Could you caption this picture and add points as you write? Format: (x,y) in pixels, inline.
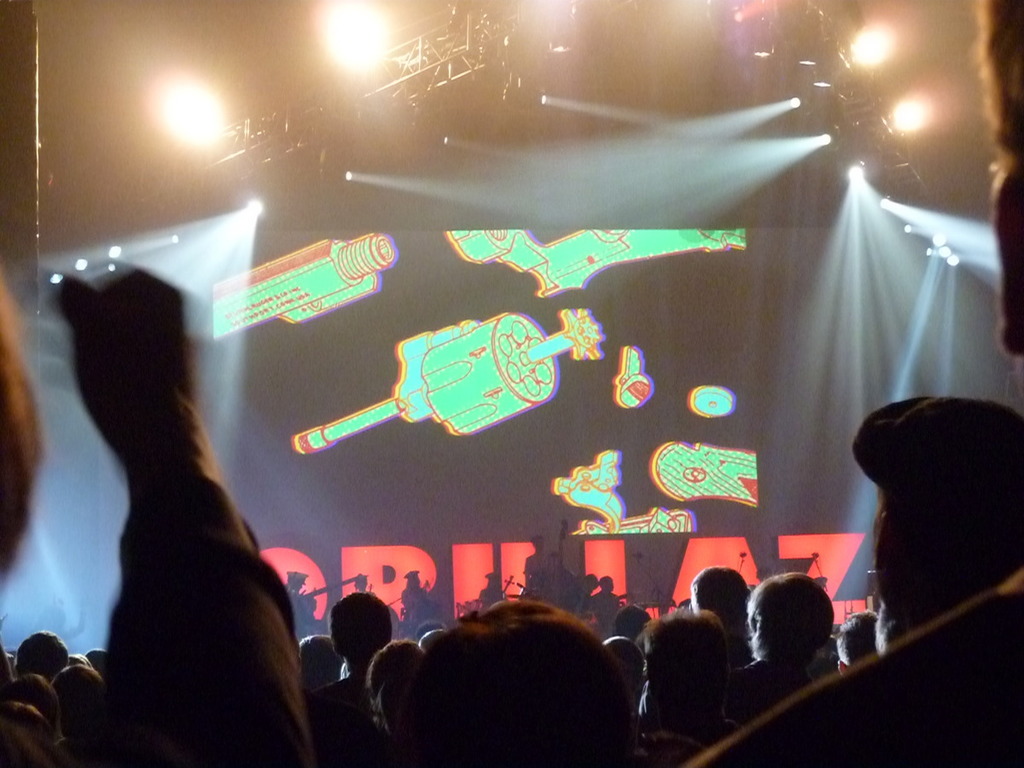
In this image we can see a few people (587,617), some of them are playing musical instruments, behind them there is a poster (544,355) with some text (469,563), and images (371,419) on it, also we can see some lights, and poles (266,142).
